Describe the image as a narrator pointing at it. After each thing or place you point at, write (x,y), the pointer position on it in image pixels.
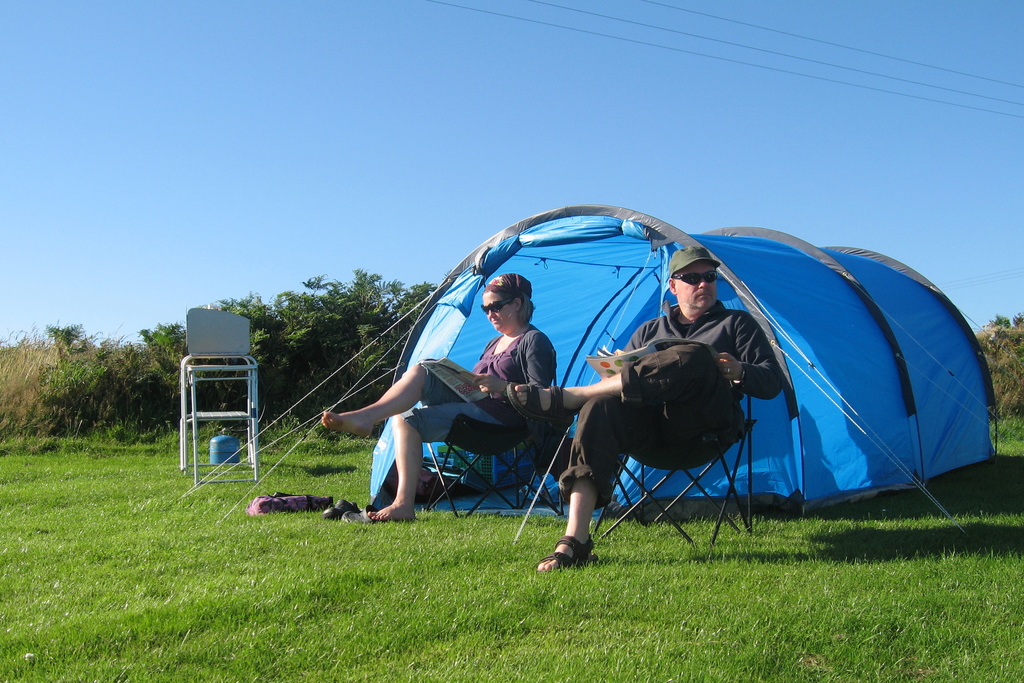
In this image, we can see two people (430,412) are sitting on the chairs (472,427) and holding books (456,383). They are wearing goggles (497,307). Here there is a tent (789,333), few objects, plants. At the bottom (814,638), we can see grass (1021,493). Background (274,184) there is sky (394,177) and wires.
